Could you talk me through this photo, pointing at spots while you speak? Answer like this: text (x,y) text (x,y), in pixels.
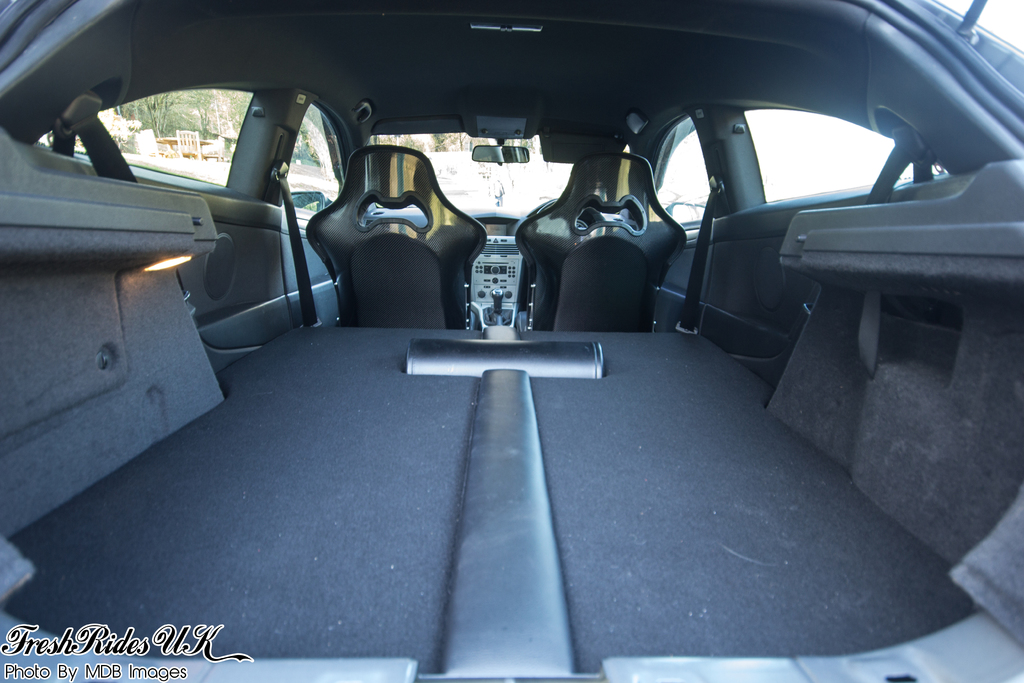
This image is taken from inside the car (476,498). In this image we can see there are mirrors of the car (712,190) and two seats (545,238). From the window (216,132) we can see trees (182,114) and sky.
